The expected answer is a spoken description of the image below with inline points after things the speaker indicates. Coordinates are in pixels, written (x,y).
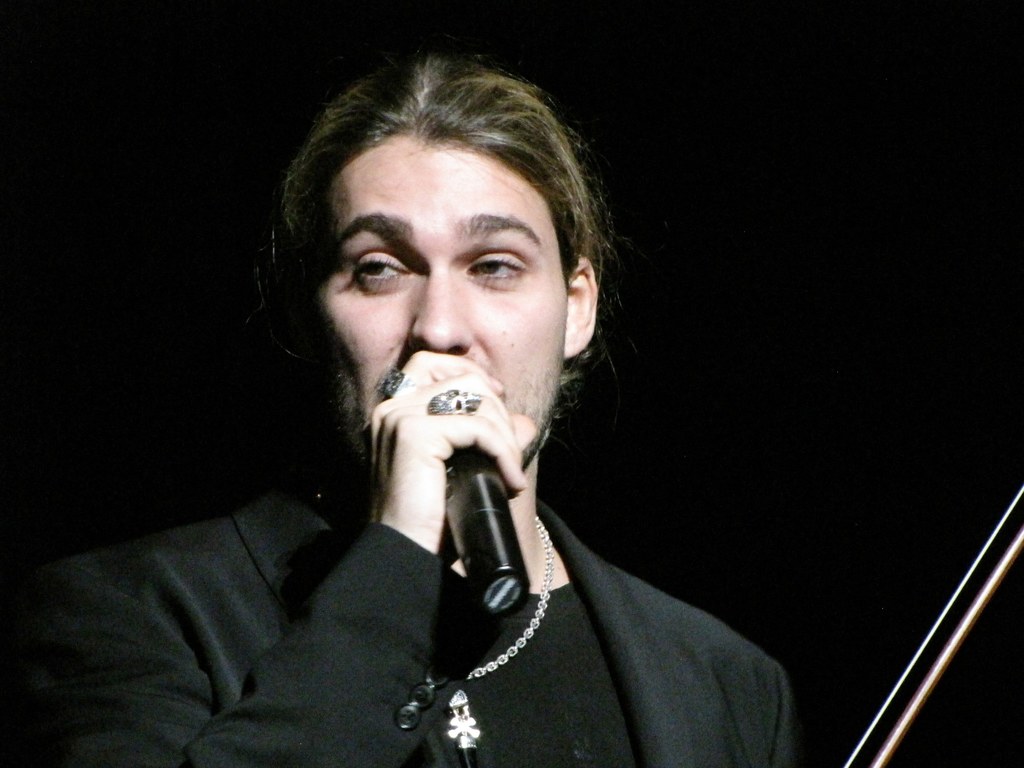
In this image we can see a man (397,397) holding the mike (454,521) and the background (42,52) is in black color.
